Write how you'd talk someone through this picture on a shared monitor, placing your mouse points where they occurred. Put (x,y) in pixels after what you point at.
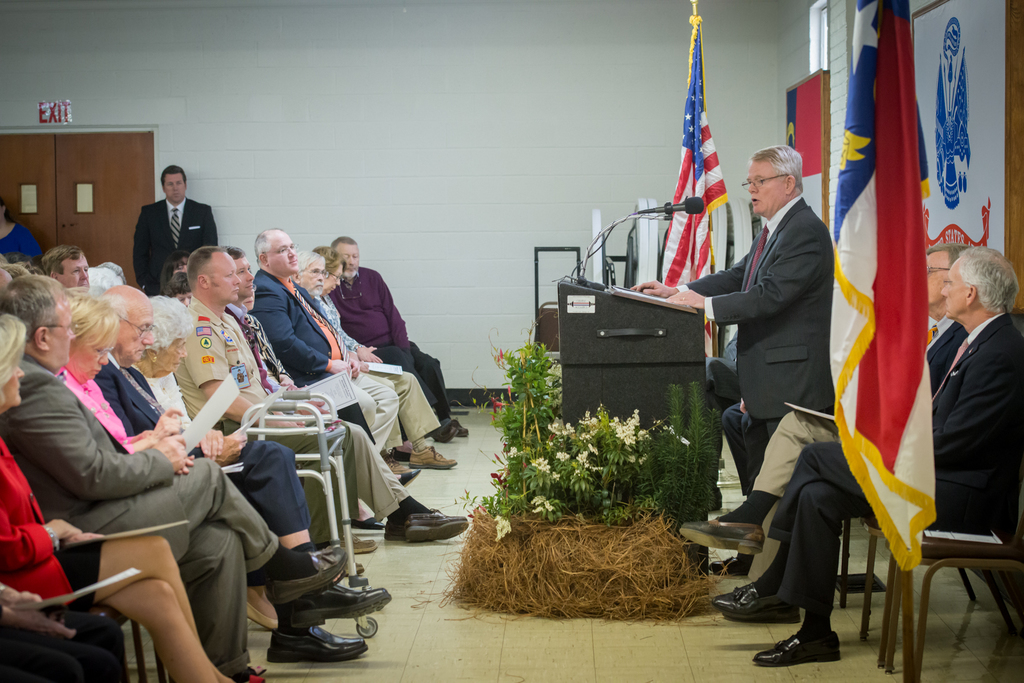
On the left side of the image (272,318) I can see groups of people (170,389) are sitting. On the right side of the image (823,472) I can see two persons (838,443) are sitting and one person (764,278) is standing and giving speech. Behind the image we can see some written text (60,108).
